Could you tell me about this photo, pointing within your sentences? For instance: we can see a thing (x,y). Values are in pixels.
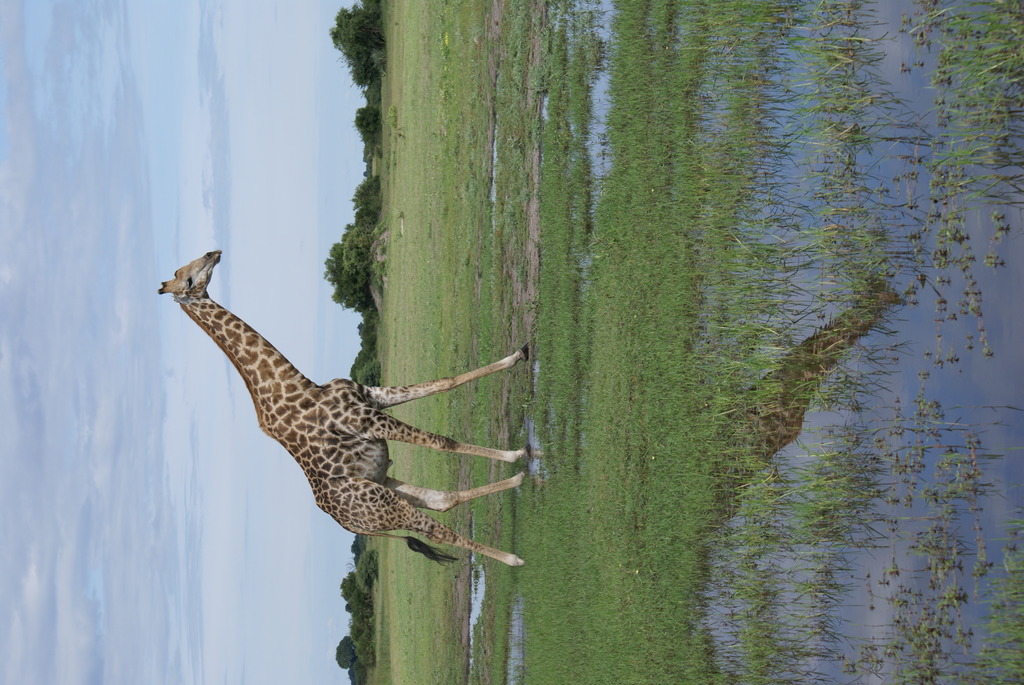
In this image there is the sky (64,374) towards the left of the image (89,344), there are trees (357,259), there is grass (547,264), there is a giraffe (517,350), there is water (841,340) towards the right of the image (872,334).
